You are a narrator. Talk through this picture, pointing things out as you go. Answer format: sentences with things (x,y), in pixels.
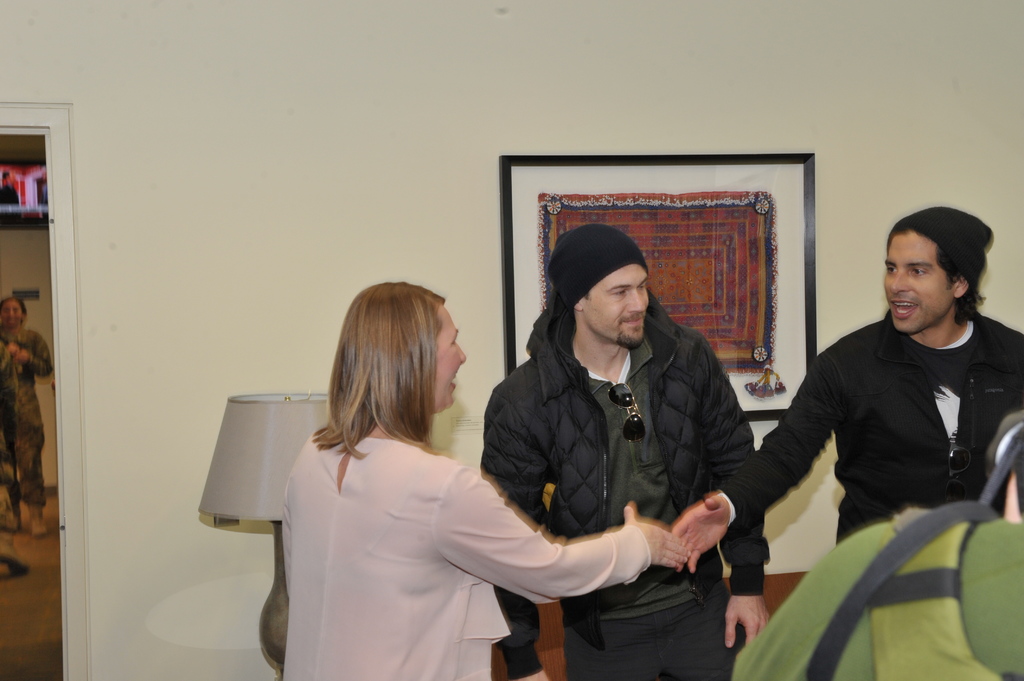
In this image there are persons (619,487) standing and smiling and shaking hands (652,550) with each other. In the background (766,248) there is a frame (766,234) on the wall (272,309) and in front of the wall (256,309) there is a light lamp (254,501) and there is a person (16,376) walking and there is a television (26,218).
